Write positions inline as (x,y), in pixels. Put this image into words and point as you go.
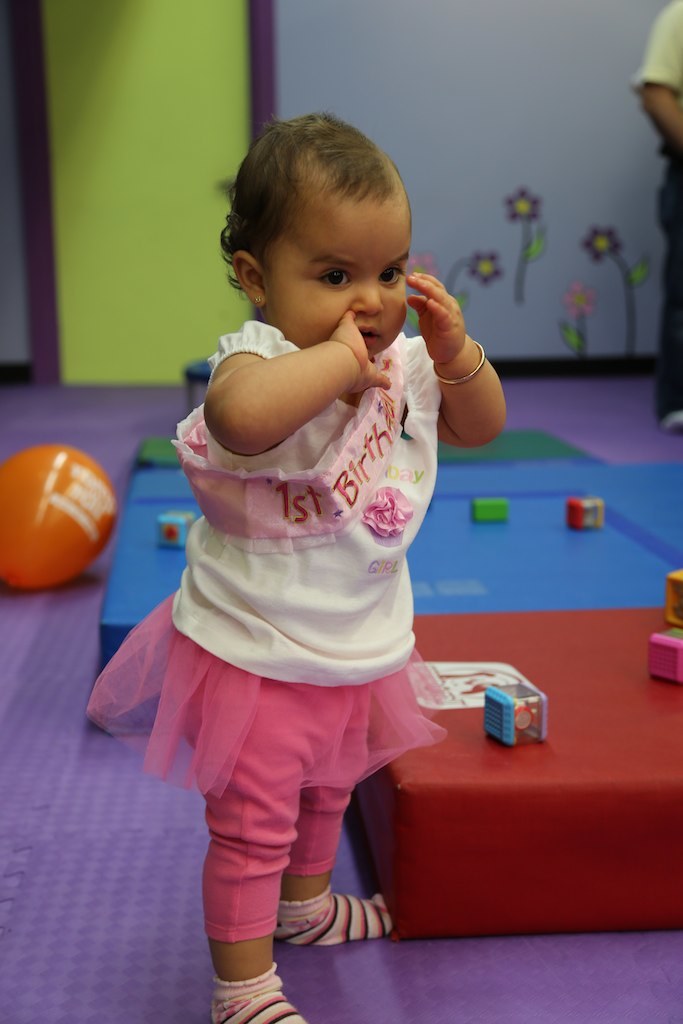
In this image we can see a child (250,579). In the back (60,552) there is balloon (45,522). Also there are blocks (496,516). In the background (398,85) there is a wall (398,121) with painting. Also there is a door (187,43). And we can see a person (680,221).
